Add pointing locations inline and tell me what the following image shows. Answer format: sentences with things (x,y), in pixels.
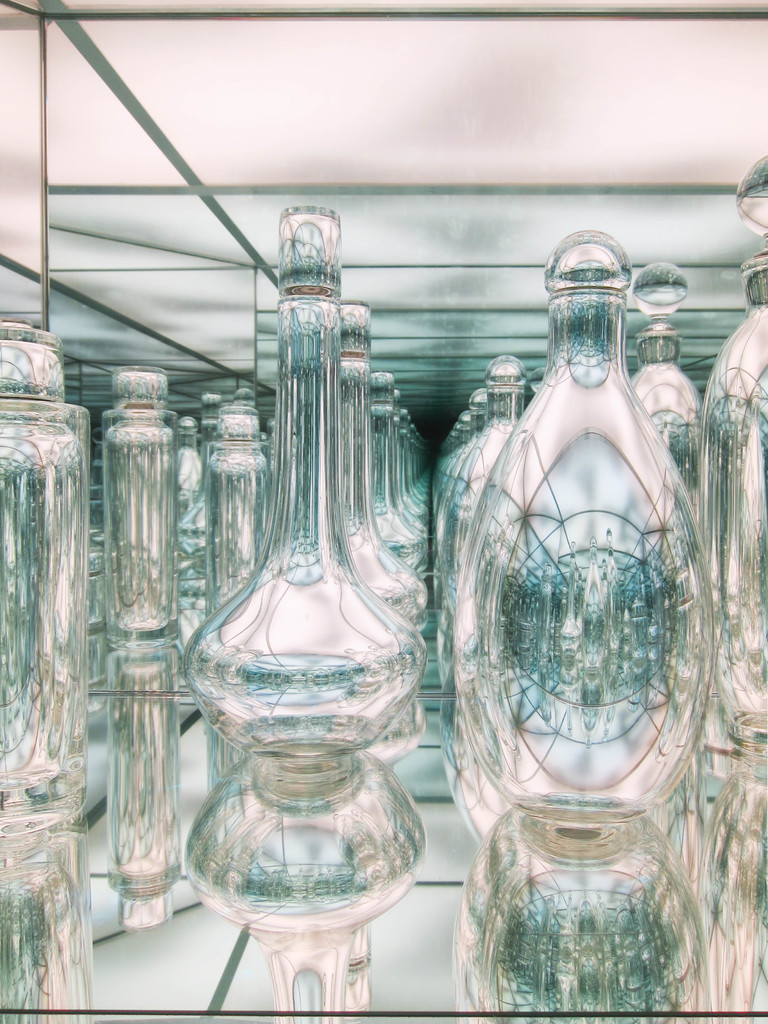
In this image, we can see some glass objects (315,740).
